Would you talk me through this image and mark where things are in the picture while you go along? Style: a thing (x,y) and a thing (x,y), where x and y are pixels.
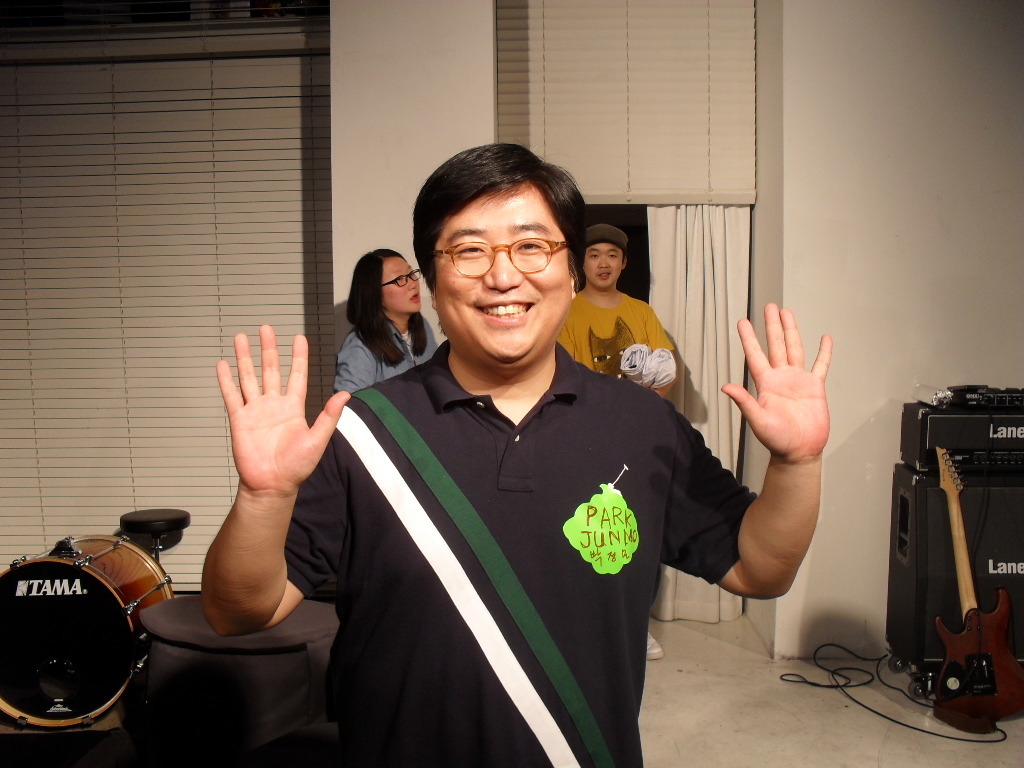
In this image there is a person (488,555) standing wearing glasses (531,263) and T-shirt (467,572) giving pose for a photograph, in the background (72,658) there are musical instruments (112,656) and two people (578,331) standing and there are wall (935,193) for that wall (802,193) there is a door (709,269), curtain (711,305).
